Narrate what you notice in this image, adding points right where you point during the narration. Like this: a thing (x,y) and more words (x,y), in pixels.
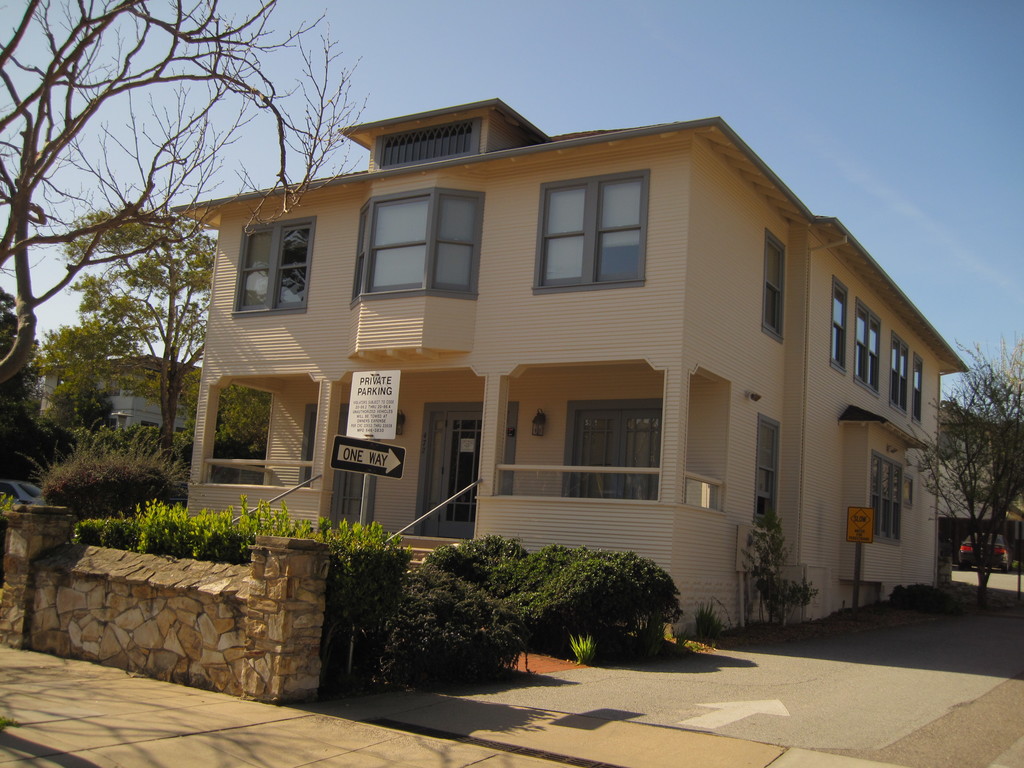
At the bottom of the image (178,604) there is a stone wall (246,619) with pillars (259,628). Behind the wall (301,560) there are bushes (372,559) and also there is a pole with sign board (367,402). Behind them there is a building (599,305) with walls (558,312), glass windows (390,230), pillars (675,361) and also there is a door (637,454). On the right side of the image (977,482) there is a tree (970,493). Behind the tree (963,506) there is a car (961,559) and also there is building (953,473). On the left side of the image (92,351) there are trees (83,339). At the top of the image (820,134) there is sky (908,158).
